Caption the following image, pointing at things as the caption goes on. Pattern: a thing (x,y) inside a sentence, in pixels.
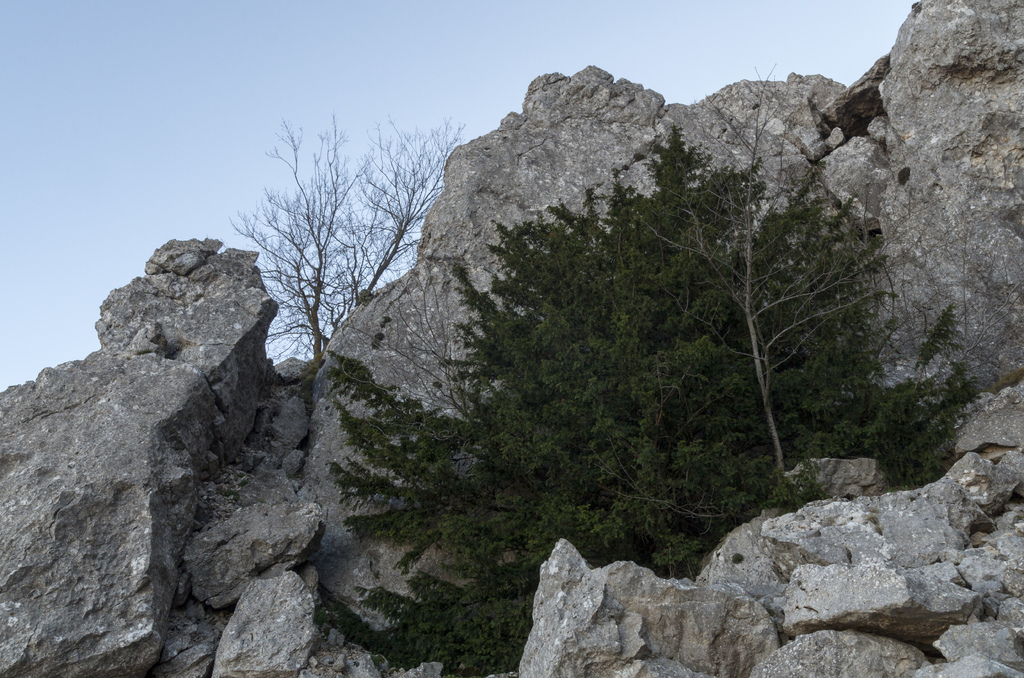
In this image there are rocks (964,436) and trees (793,428). In the background (197,156) there is the sky (169,163).
